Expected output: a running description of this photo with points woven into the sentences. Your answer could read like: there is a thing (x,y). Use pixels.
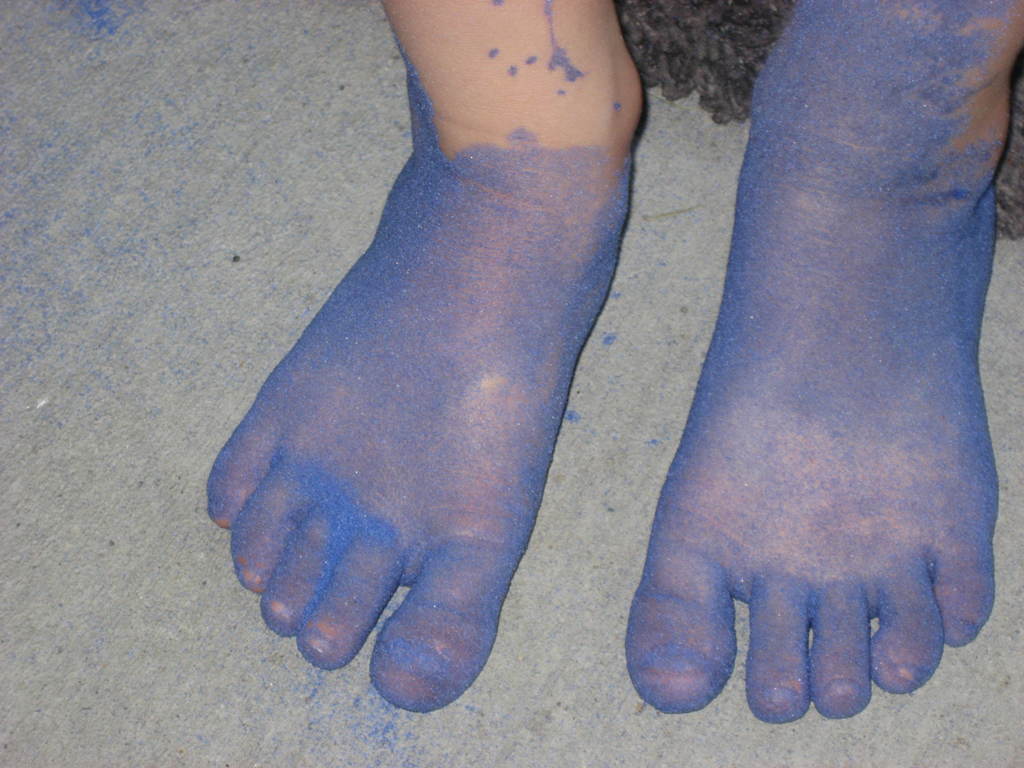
In this image I can see person's legs (762,236), on which I can see blue color visible on floor (256,306).
